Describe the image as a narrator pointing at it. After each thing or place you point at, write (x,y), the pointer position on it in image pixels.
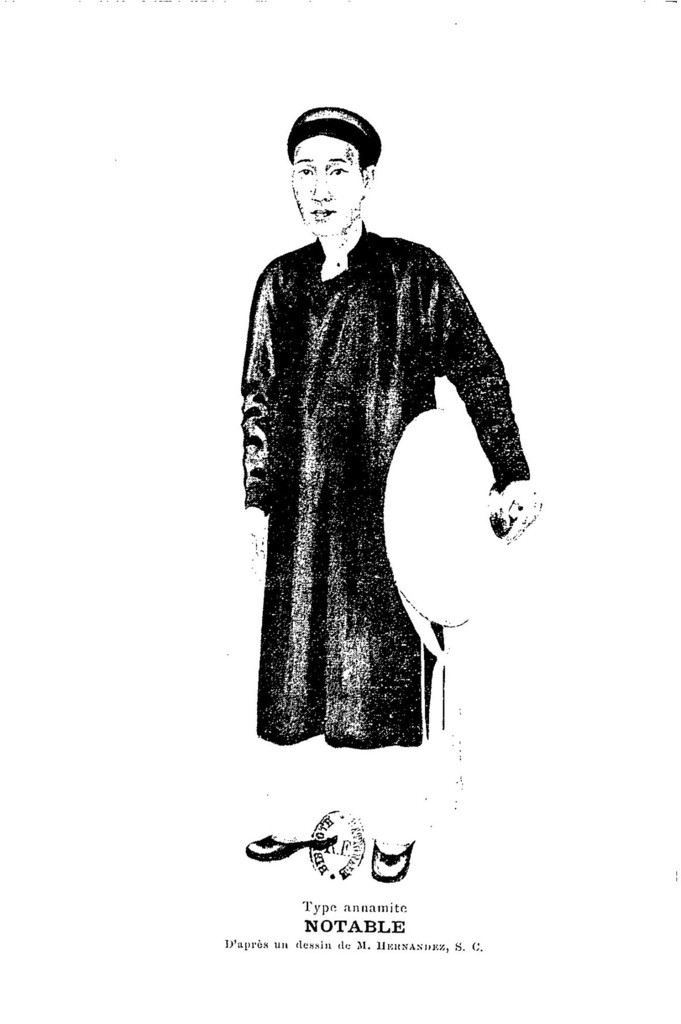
In this image, we can see a sketch of a person (325,625) and there is some text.
